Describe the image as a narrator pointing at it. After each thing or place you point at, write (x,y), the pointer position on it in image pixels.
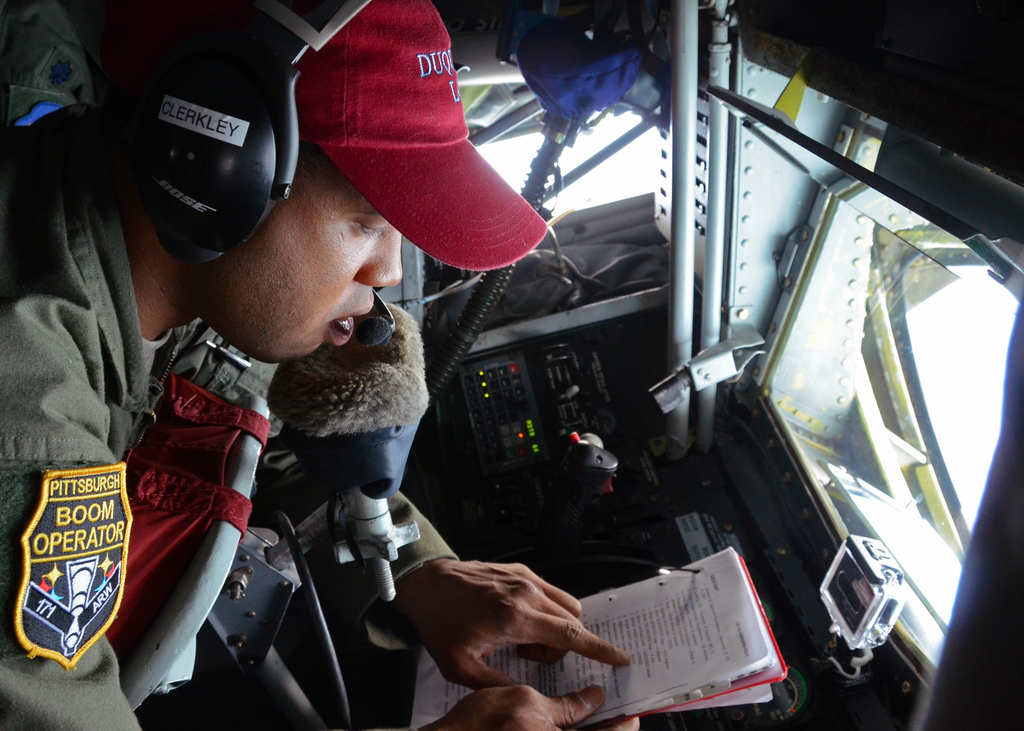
This image looks like an airplane (511,385), in the airplane (291,402), we can see a person (257,363) wearing headphones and holding a book (629,612), there are some meters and some other objects (716,253).
